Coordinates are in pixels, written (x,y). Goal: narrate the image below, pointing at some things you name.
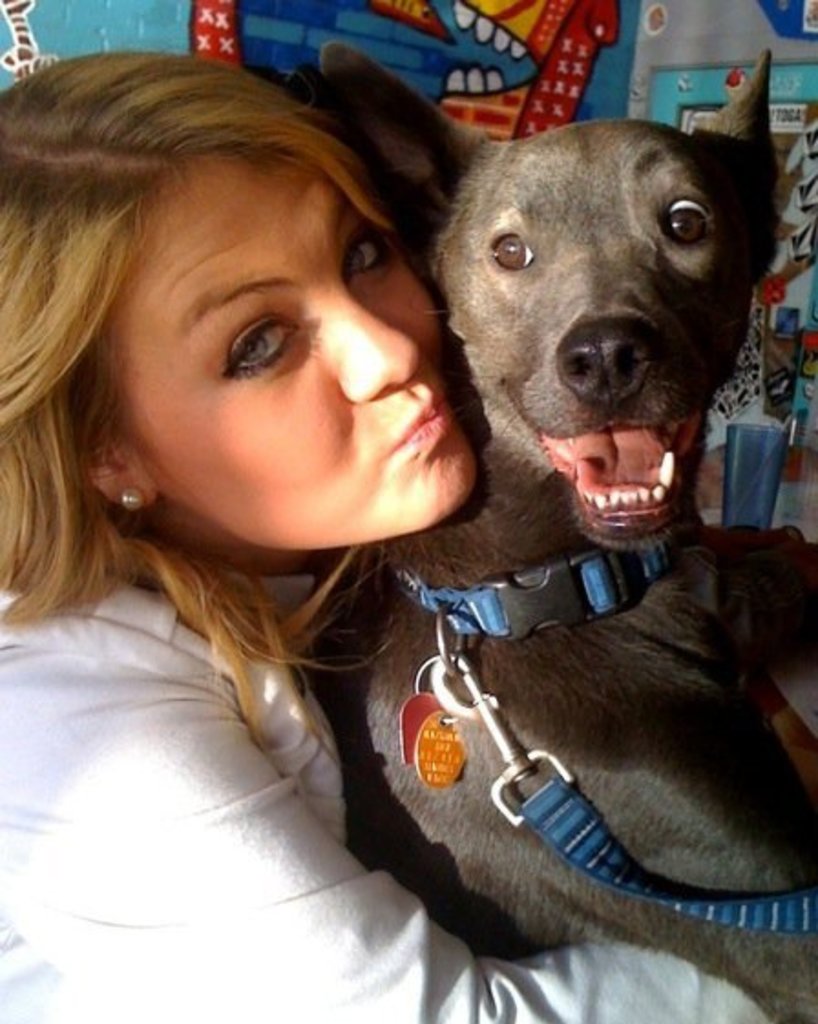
In this picture there is a woman (205,1006) holding a dog (492,249). In the background of the image (597,29) we can see a glass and an object (638,61).
